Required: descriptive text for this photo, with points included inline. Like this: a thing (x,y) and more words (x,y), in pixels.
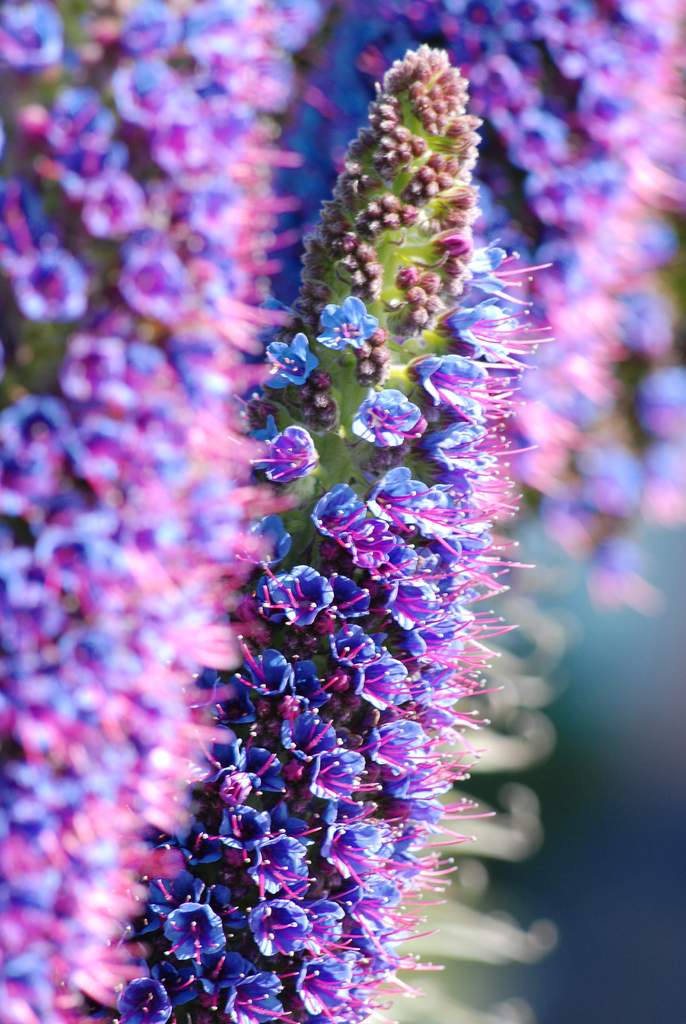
In this image we can see a bunch of flowers (422,486) to the plants (355,561).
